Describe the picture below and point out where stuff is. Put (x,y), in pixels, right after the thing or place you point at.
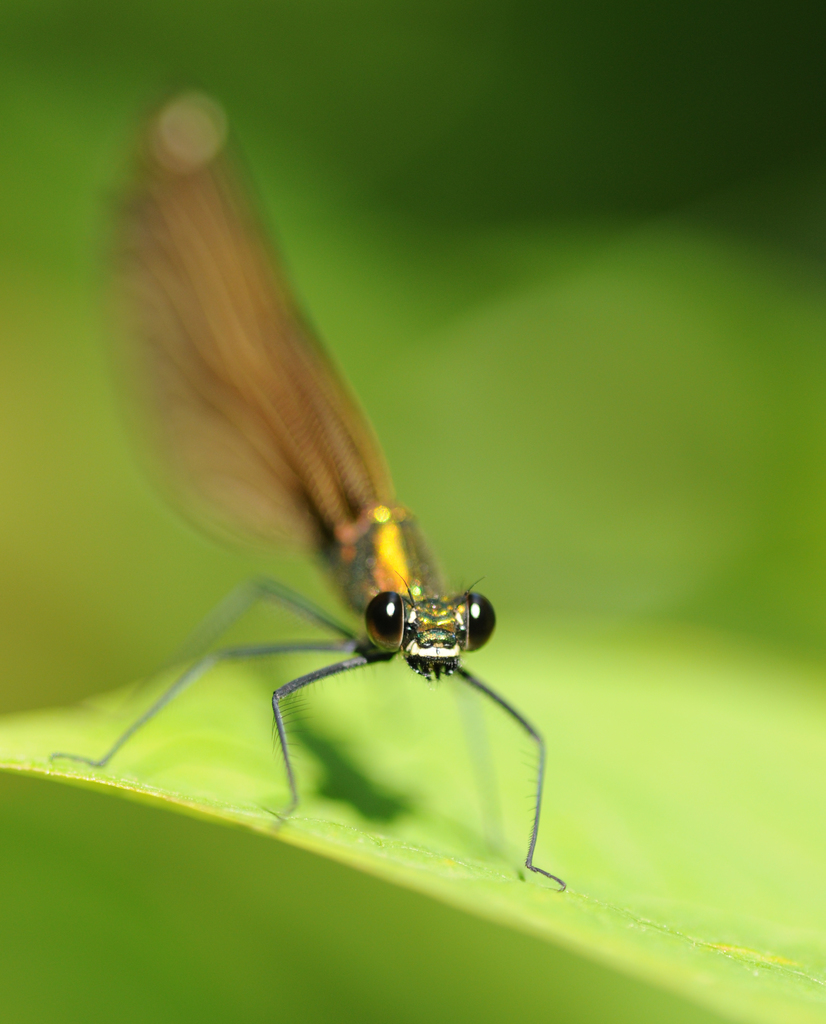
In this picture I can see an insect (324,532) on the green color thing (310,805) and I see that it is blurred in the background (490,252).
